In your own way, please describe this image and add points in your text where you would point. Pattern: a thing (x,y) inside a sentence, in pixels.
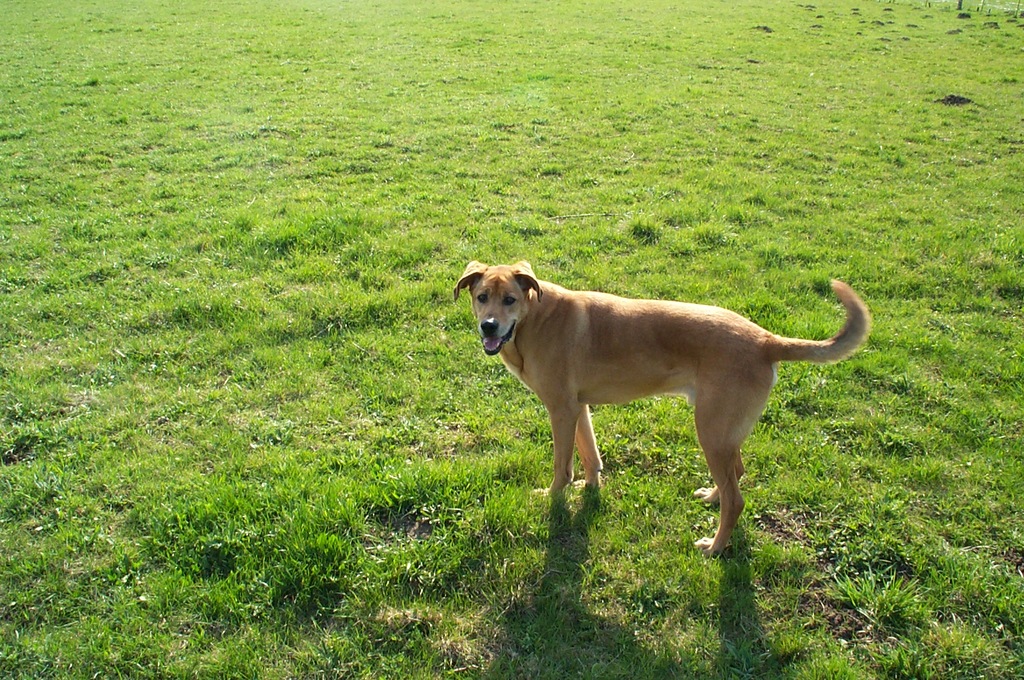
In the image there is a dog (538,381) standing on the ground (515,427). And there's grass (473,168) on the ground (420,371).
